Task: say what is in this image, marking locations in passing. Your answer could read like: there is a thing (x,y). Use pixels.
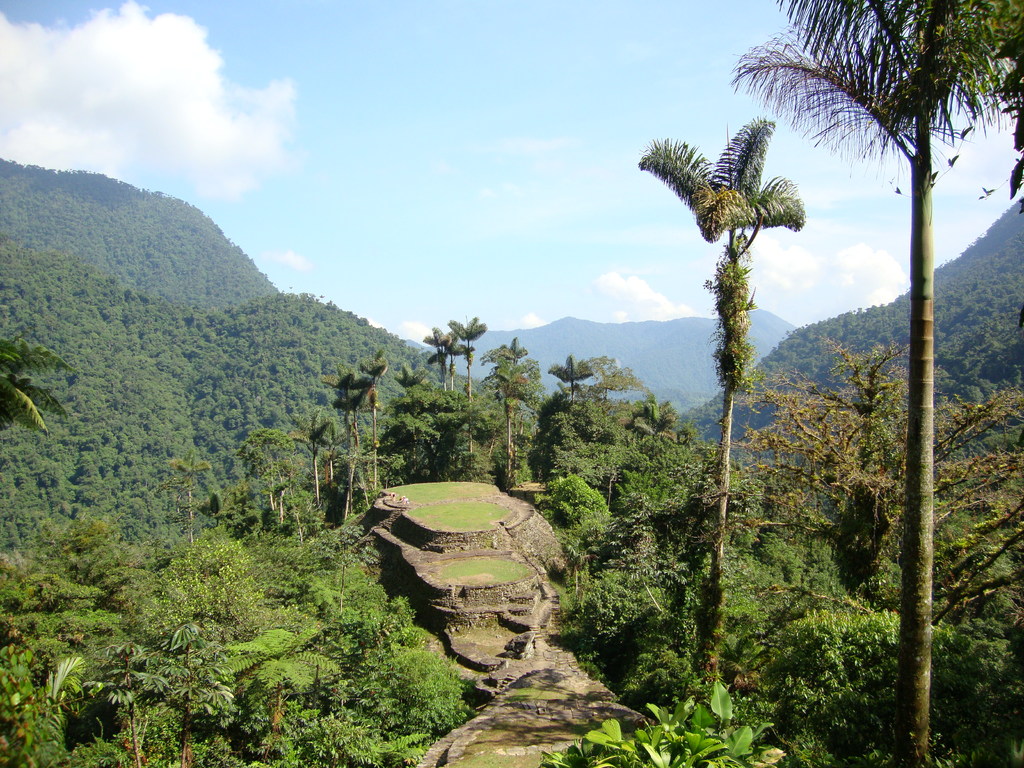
In this picture I can see trees (331,501) and I can see hills (636,340) and a blue cloudy sky (556,180).
